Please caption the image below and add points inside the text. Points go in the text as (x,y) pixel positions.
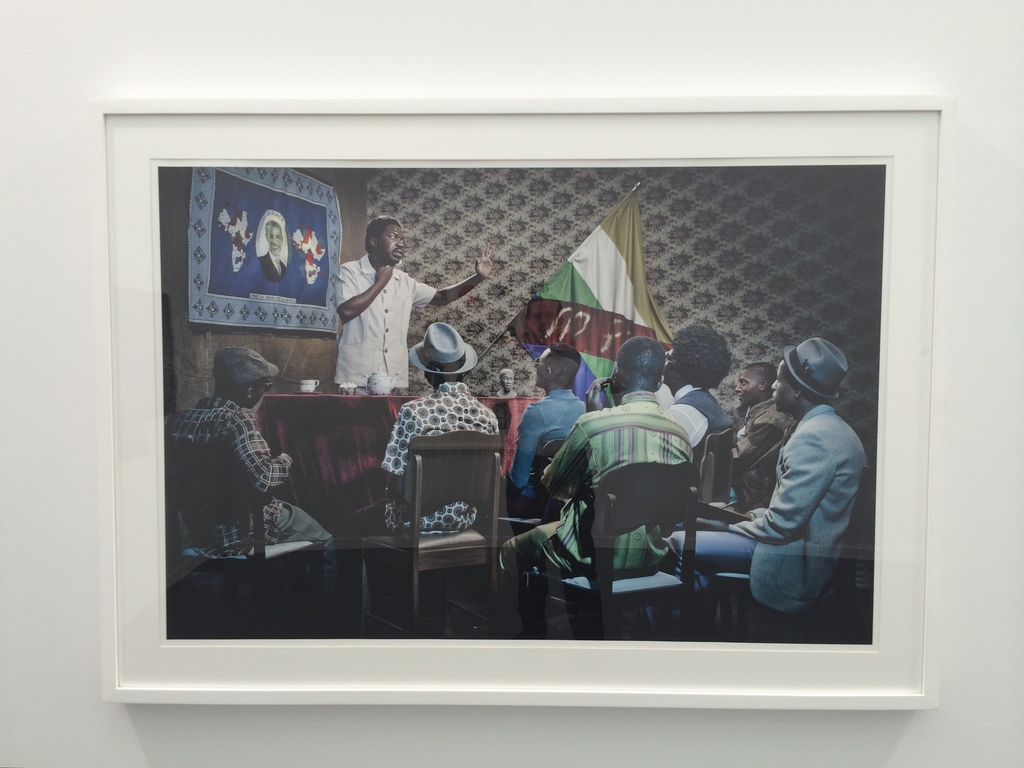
In the picture I can see the photo frame (430,109) on the wall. In the photo frame (515,416) I can see a few people (428,406) sitting on the chairs (625,507) and there is a man (349,378) standing and looks like he is speaking. I can see a photo frame (304,240) on the left side (296,258) and there is a flagpole (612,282) in the photo frame (552,262).
